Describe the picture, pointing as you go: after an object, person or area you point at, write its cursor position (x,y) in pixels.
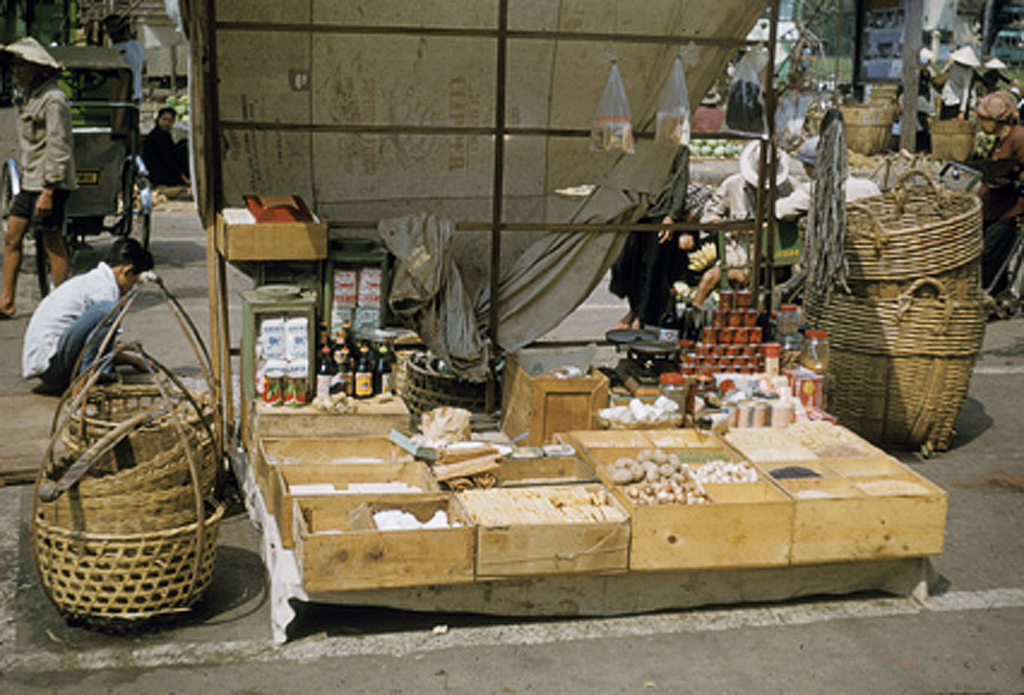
In the image there are a lot of items (345,394) being sold on the road (181,349) and all of them are kept in the blocks of wooden boxes (307,473), beside that there are plenty of other items (844,120) and there are also few people (28,205) in between that area (185,337) and on the left side (116,478) there are some wooden baskets (138,494).
